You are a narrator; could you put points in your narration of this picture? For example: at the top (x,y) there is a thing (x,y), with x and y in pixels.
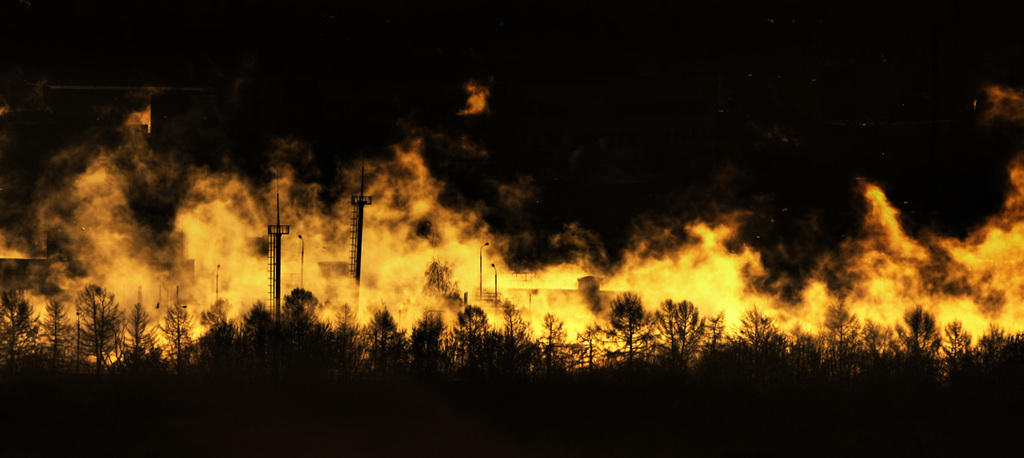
As we can see in the image there are trees (364,348), current poles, buildings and fire (397,252). The image is little dark.
